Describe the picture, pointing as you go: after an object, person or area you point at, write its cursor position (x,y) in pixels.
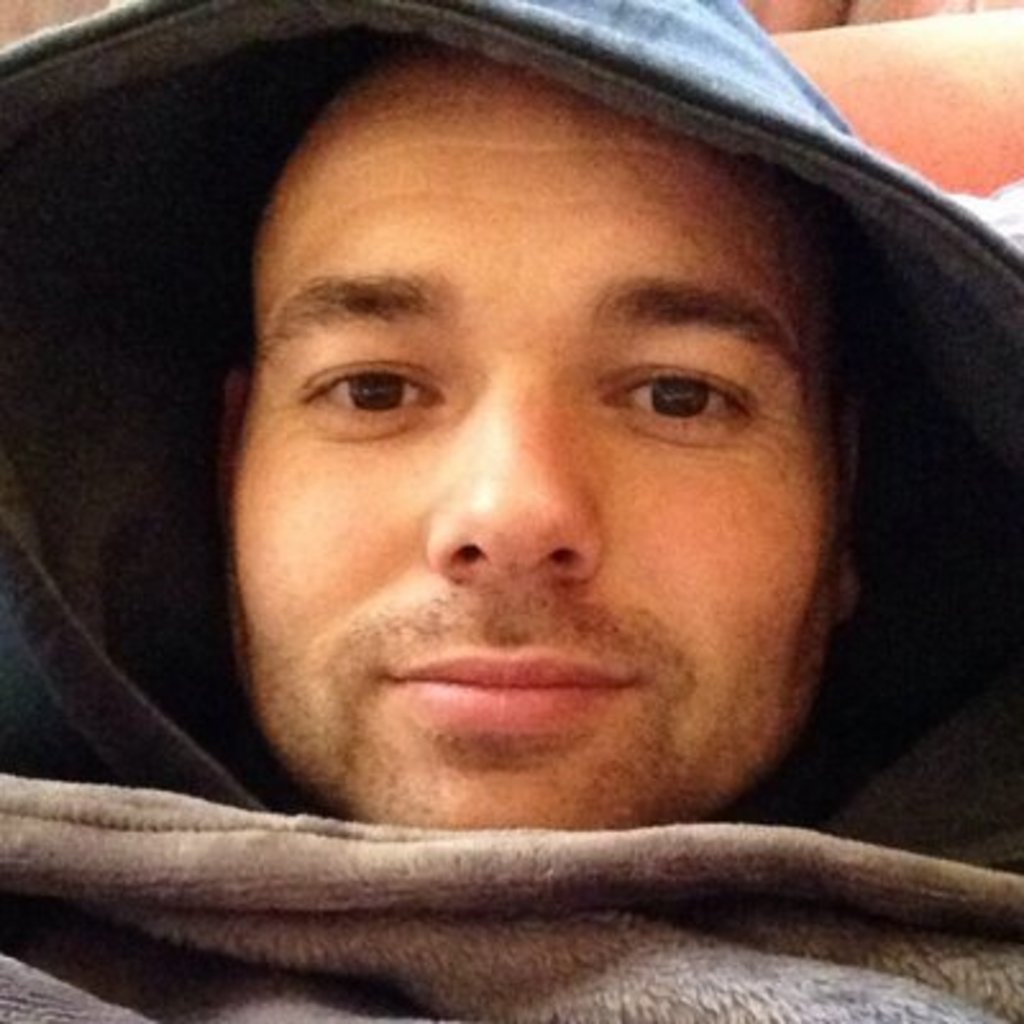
A person (724,62) is wearing a hoodie (943,556) and there is a blanket (647,941).
